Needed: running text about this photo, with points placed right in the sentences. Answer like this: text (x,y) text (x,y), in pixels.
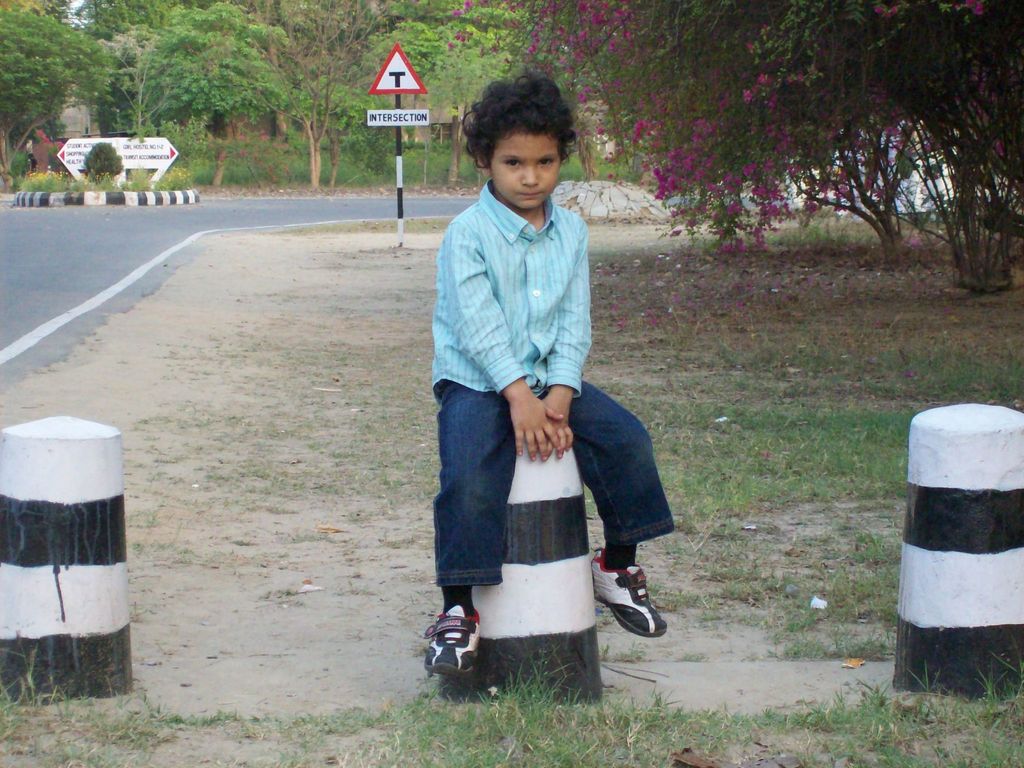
This image is clicked outside. There are trees (63,16) at the top (57,78). There is grass (157,719) in the middle (353,440). There is a kid (509,401). He is wearing a blue dress (467,459).
